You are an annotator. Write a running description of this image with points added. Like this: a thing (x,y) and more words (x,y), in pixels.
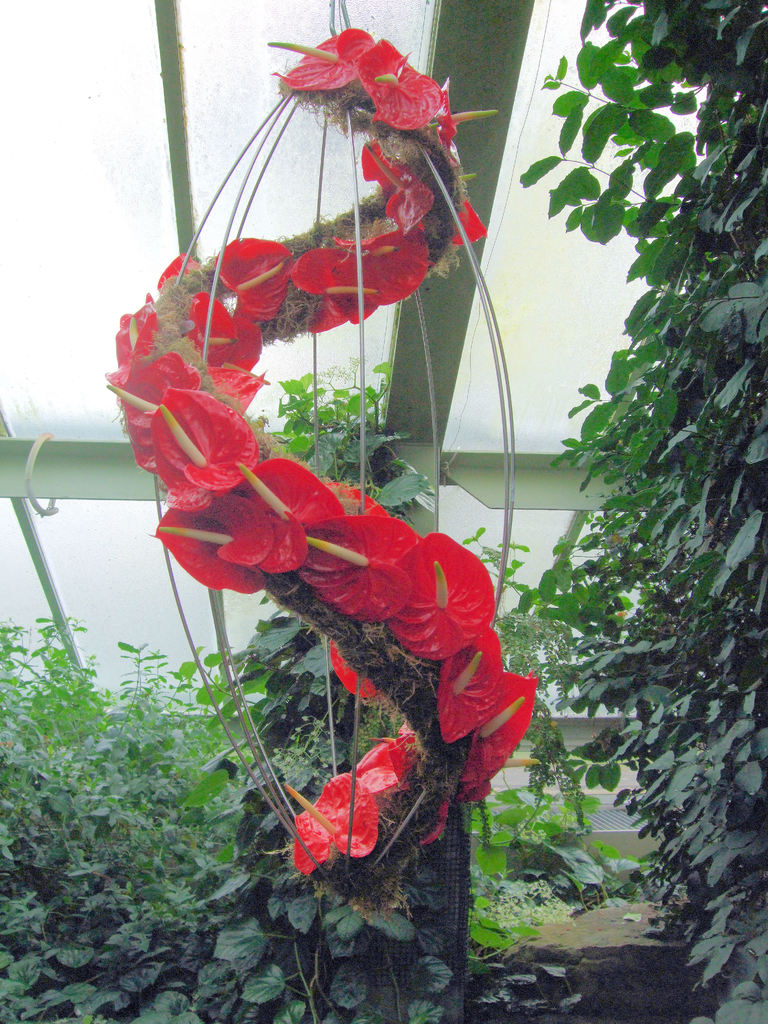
In this image we can see an object (435,208) with flowers (402,209). There are creepers (229,791). On the ceiling (404,302) there are glass panes (127,520) and rods (487,451).
